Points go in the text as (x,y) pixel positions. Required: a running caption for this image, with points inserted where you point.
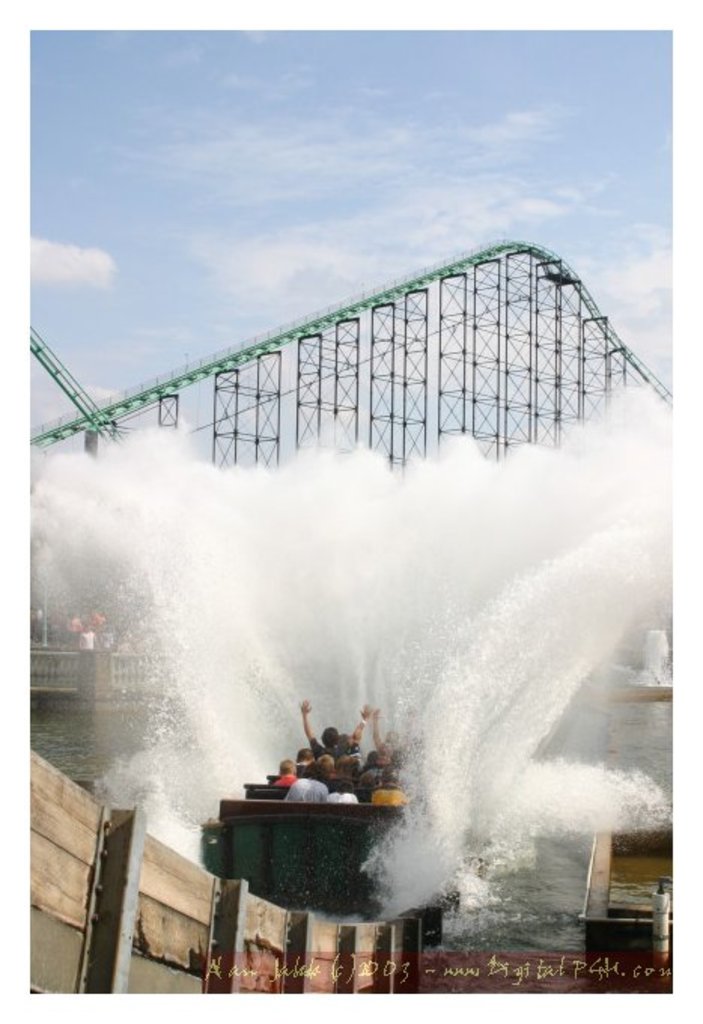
In this picture we can see a boat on the water (433,778) and we can find few people (312,771) in the boat (336,809), in the background (93,633) we can see few metal rods (336,354), clouds (262,200) and few more people (82,633), in the bottom right hand corner (486,960) we can see some text (518,969).
